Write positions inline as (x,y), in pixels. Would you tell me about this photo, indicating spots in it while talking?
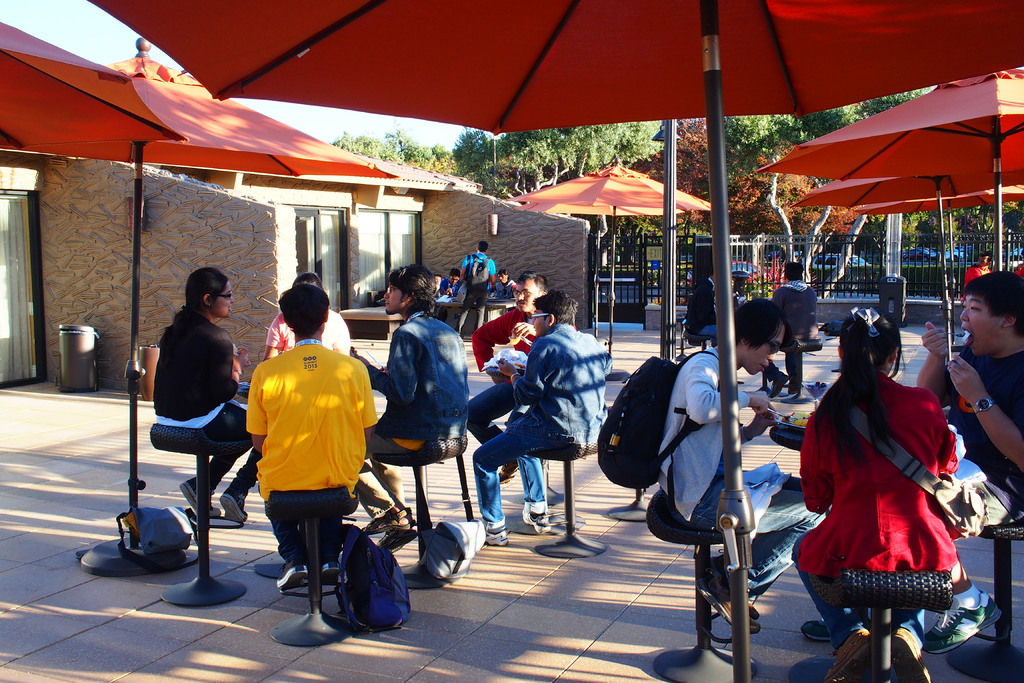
In the foreground of this image (458,409), there are people (504,403) sitting on the chairs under the umbrellas (668,54). We can also see few bags (392,568) on the ground (477,630). On the left (200,224), there is wall (190,231), roof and few dustbins (156,351). In the background (609,139), there are trees (609,139), grill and the sky (106,49).
